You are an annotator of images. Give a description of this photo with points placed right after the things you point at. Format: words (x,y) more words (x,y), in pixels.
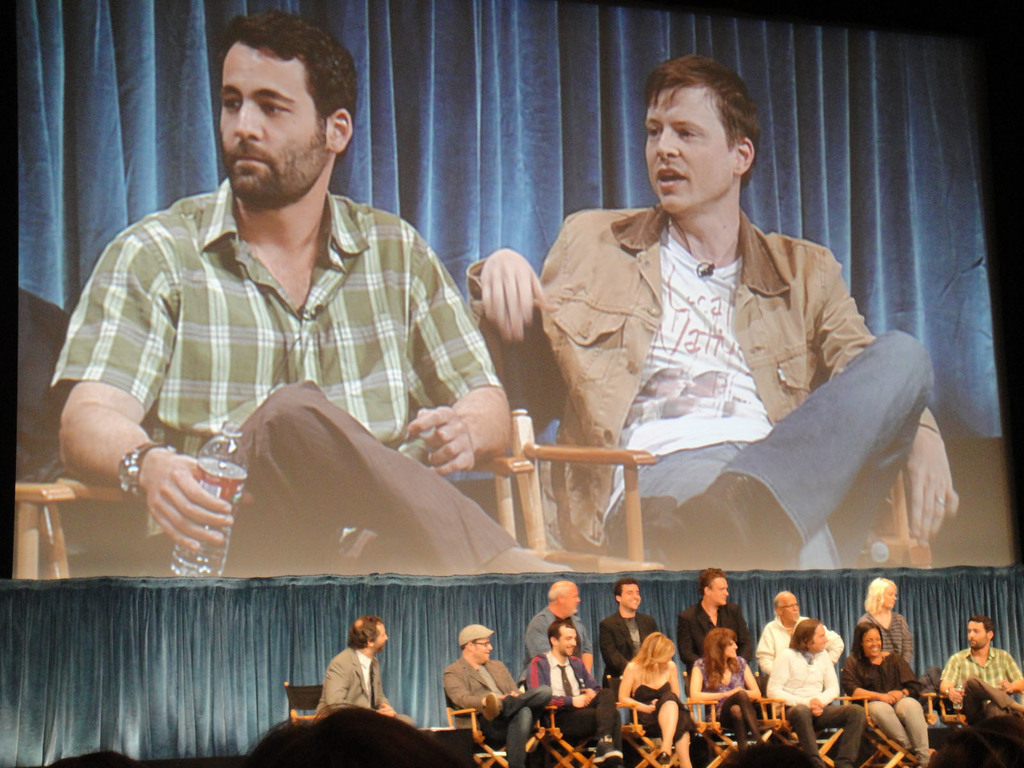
In this picture we can see some people (678,724) sitting on chairs (898,747) here, in the background (744,261) there is a screen (512,287), in this screen (505,446) we can see two persons (505,446) sitting on chairs (592,459), a man (469,377) on the left side (230,478) is holding a bottle (221,489), we can see curtain (475,162) in the background (463,128).
